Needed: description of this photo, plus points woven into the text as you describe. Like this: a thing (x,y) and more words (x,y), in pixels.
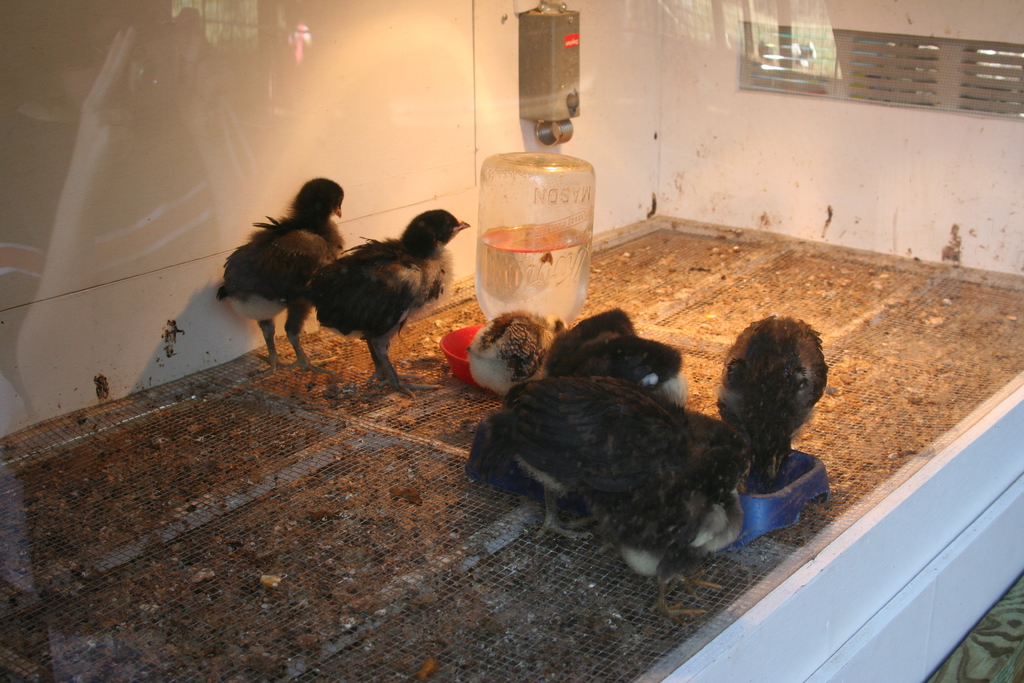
In this picture there are birds (357,273) in the center of the image (379,263) and there is a water bottle (520,153) in the center of the image (514,309), it seems to be a glass cage (797,267).
